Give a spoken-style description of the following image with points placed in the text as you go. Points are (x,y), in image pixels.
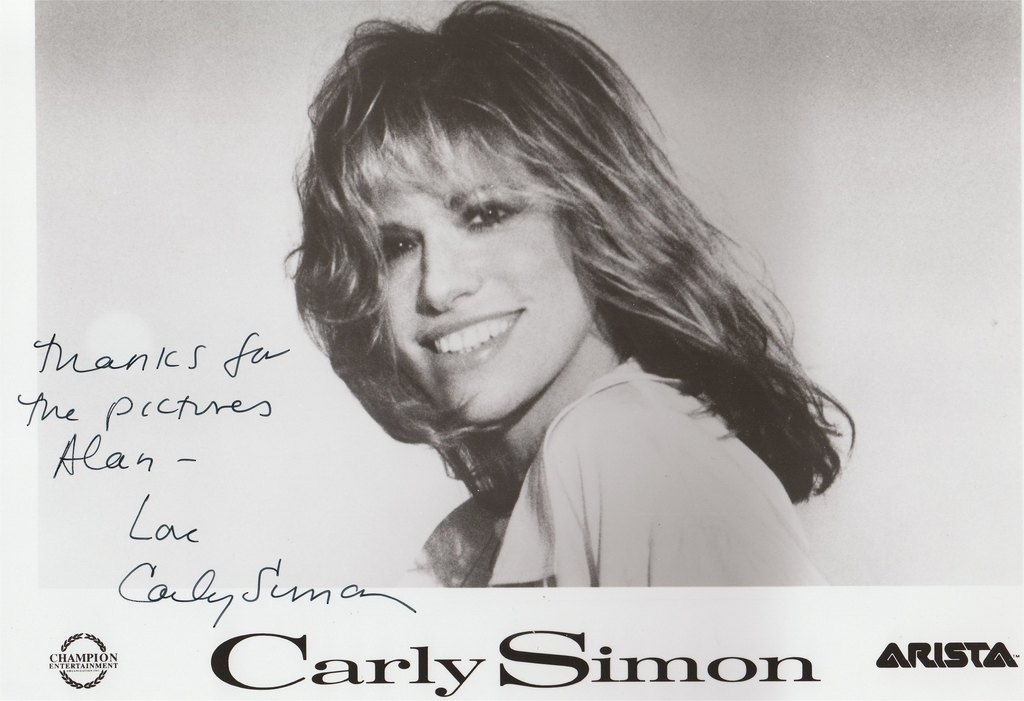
The picture consists of a poster (429,87), on the poster (304,246) there is a woman (627,445) smiling. On the poster (223,377), at the bottom (583,662) there is text (217,671).
